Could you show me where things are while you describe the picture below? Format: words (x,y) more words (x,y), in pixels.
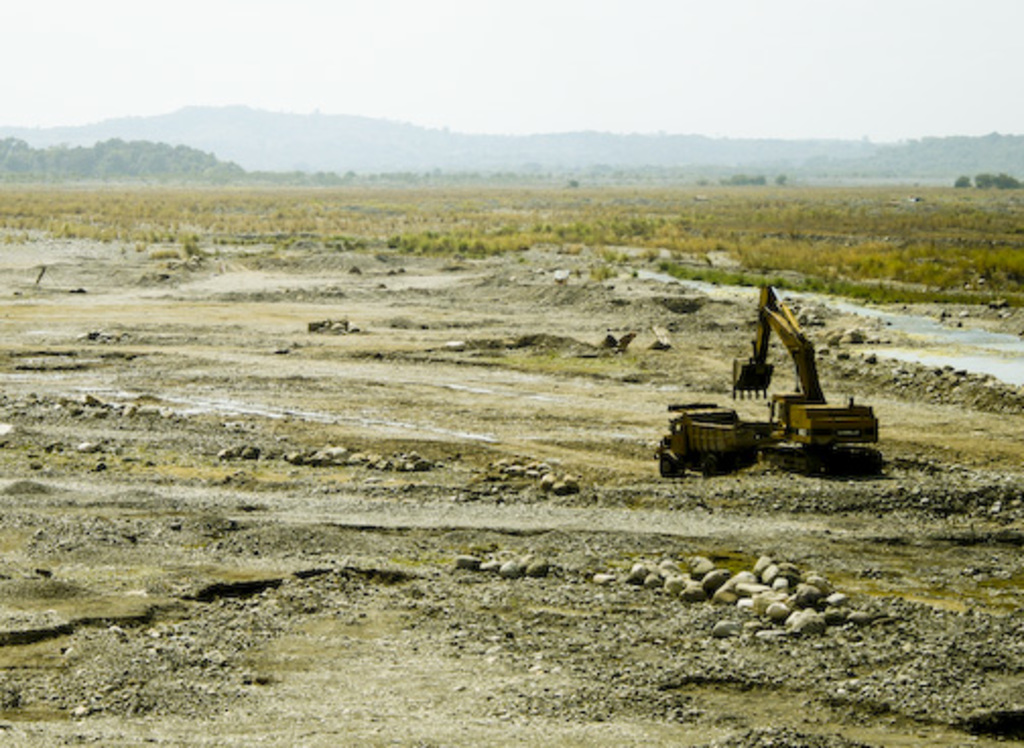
We can see vehicle (753,370) on the surface (673,489) and we can see stones (779,595). Background (983,231) we can see grass (111,202), trees (223,167) and sky (309,44).
